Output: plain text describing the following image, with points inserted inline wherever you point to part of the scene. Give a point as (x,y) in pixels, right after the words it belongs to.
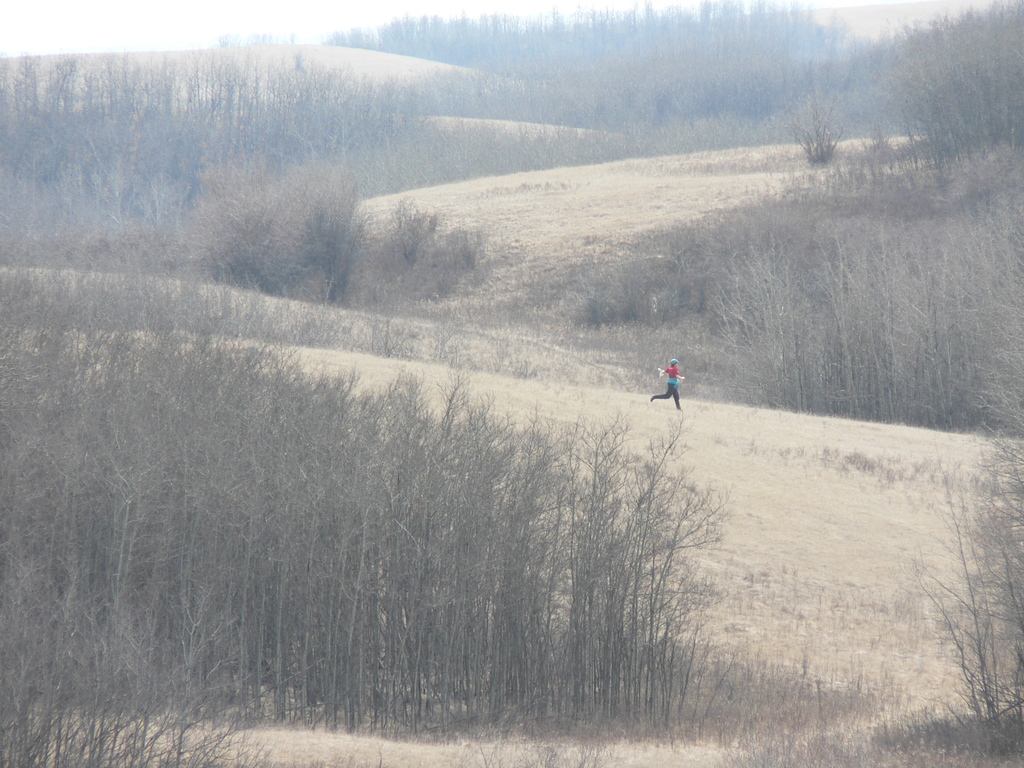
In this image there are trees (278,285) and in the center (674,365) there is a person (671,387) running.
